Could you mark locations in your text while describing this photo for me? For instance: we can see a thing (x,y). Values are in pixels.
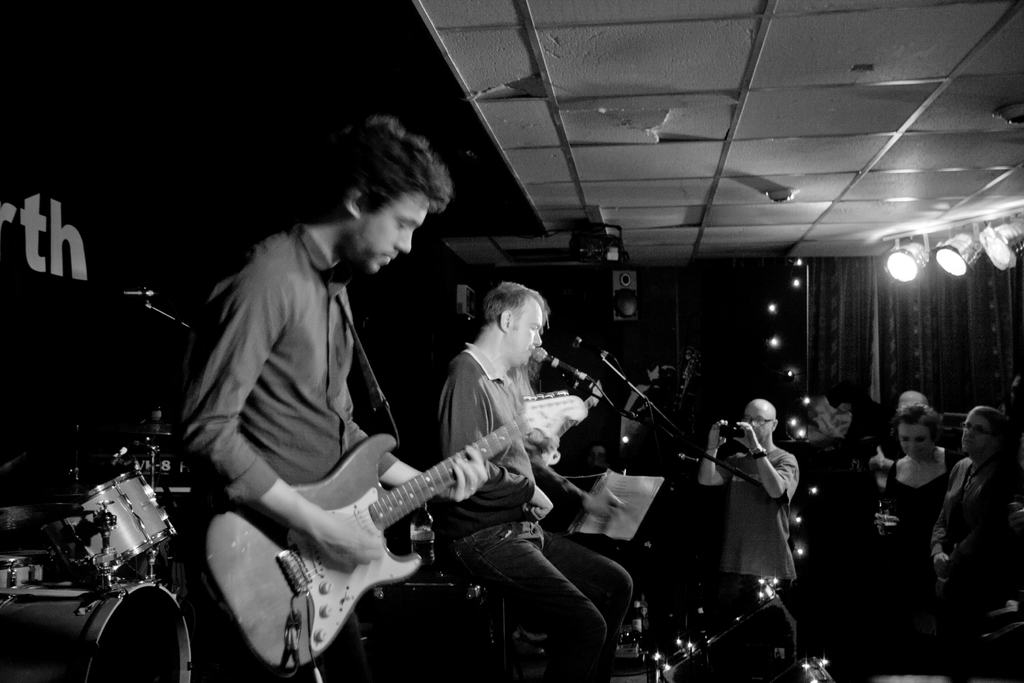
In this image i can see two man (461,356) a man (299,384) standing at front (291,367) is playing a guitar (312,499) a man (480,350) sitting beside is singing in front of a micro phone (563,365) there are few other people (912,544) standing and holding a camera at the back ground (160,534) there are some musical instrument (154,538) a wall (791,352), a curtain (838,293) at the top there is a light (898,266).
